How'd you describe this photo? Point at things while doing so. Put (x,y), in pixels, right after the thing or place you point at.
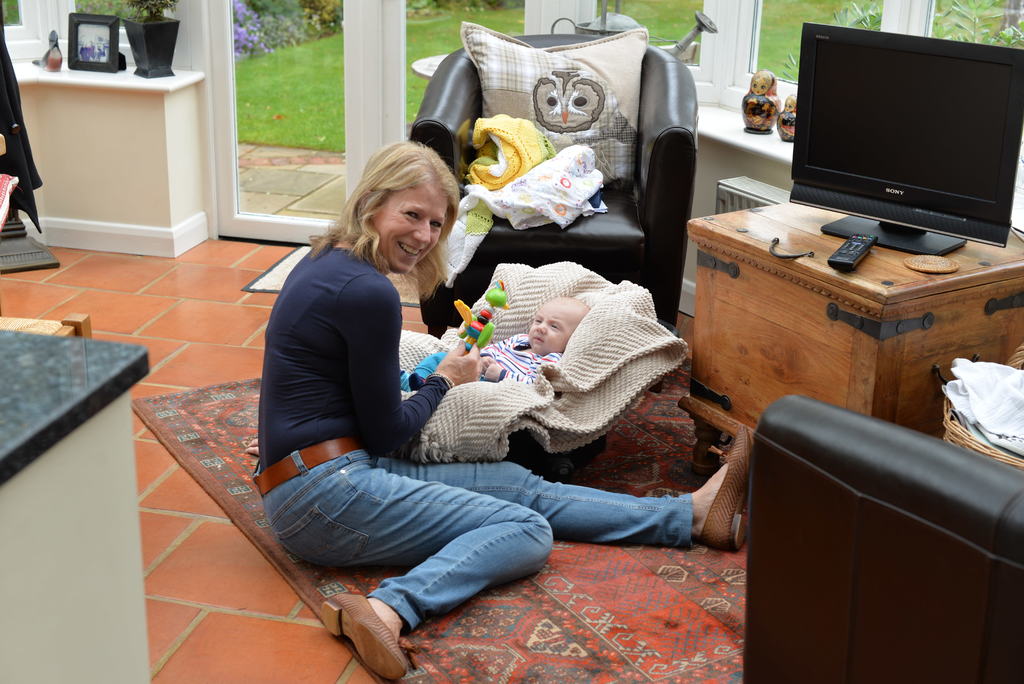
In the image we can see there is a woman (497,517) who is sitting and she is holding a toy (481,344) and there is a baby (540,342) who is lying on the cloth (614,390) and on the table (887,295) there is a tv (837,195) with a tv remote (844,254).
